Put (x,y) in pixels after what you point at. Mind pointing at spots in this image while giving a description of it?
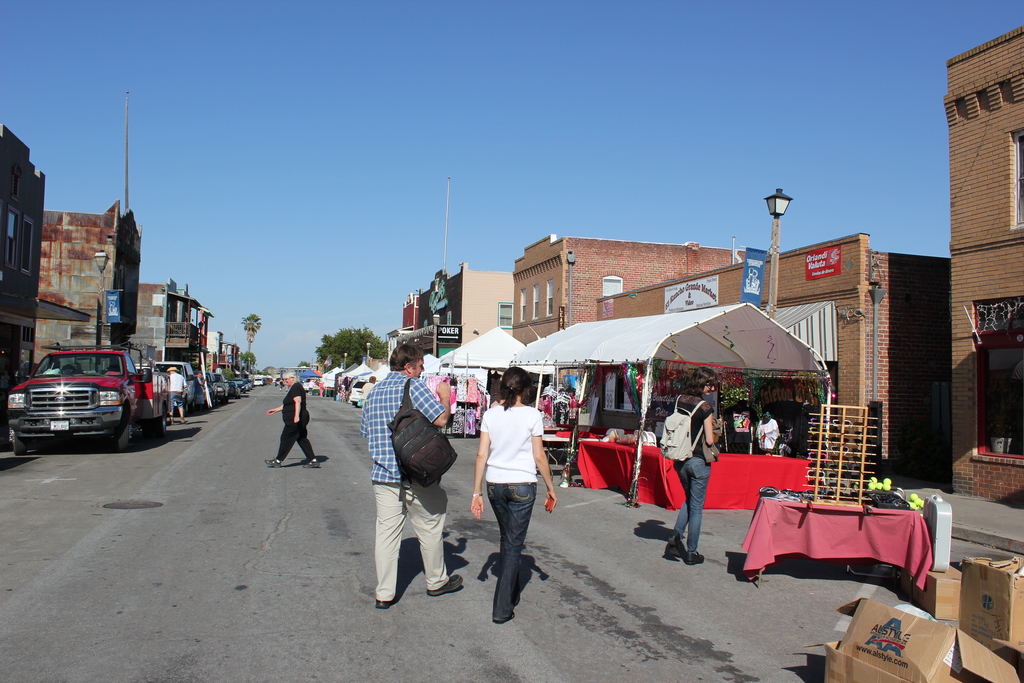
This image is taken outdoors. At the top of the image (244,146) there is the sky (493,100). At the bottom of the image (295,582) there is a road (188,488). On the left (155,344) and right sides of the image there are many buildings (501,290) with walls (529,292), windows (503,312), doors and roofs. There are a few poles (103,266) with street lights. There are a few trees (347,344). In the middle of the image (358,395) many cars (36,427) are parked on the road (203,426). A few people (531,458) are walking on the road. There are a few stalls (548,341). There are many tables (593,452) with many things (620,437) on them. On the right side of the image (936,604) there are a few cardboard boxes (888,626) on the road (842,616).
